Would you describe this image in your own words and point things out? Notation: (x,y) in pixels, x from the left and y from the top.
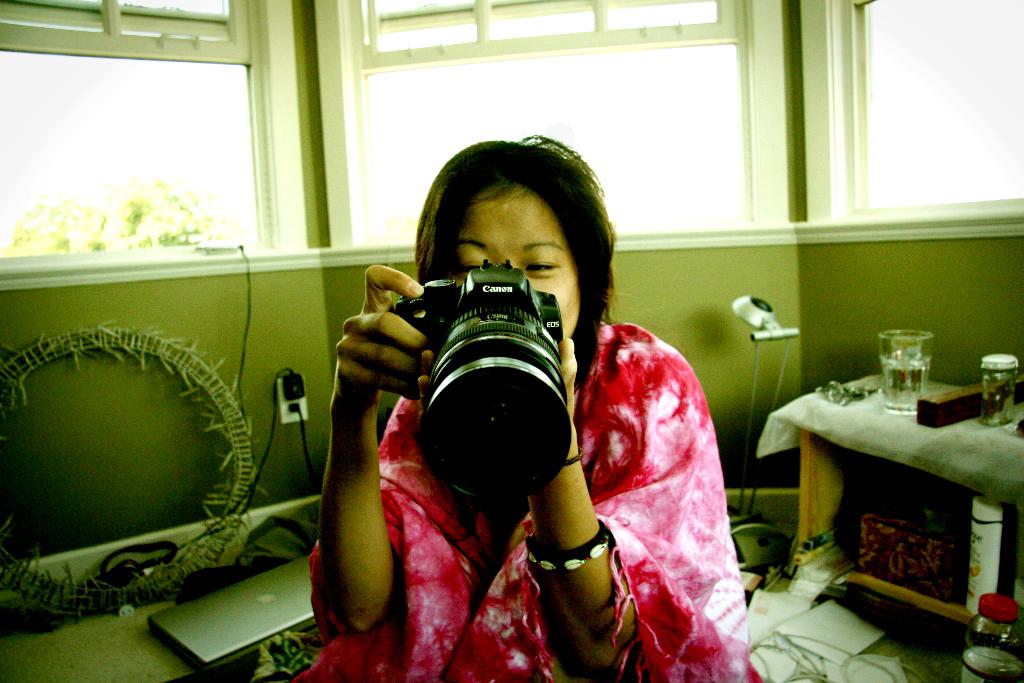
In this image I can see a woman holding a camera (480,370). There is a laptop (272,626). On table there is glass (892,390).
